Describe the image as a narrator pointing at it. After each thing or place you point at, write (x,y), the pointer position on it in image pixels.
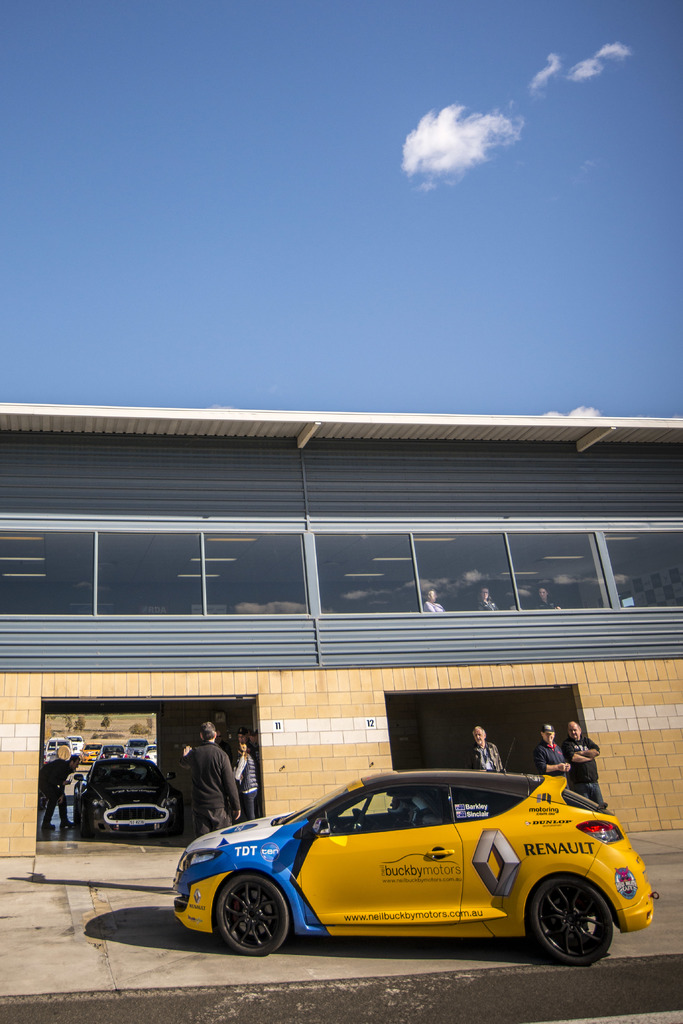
In this picture outside of the city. There is a group of persons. They are standing. In the center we have a vehicle (448,799). We can see in background (431,212) sky (430,385), clouds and building (616,612).
